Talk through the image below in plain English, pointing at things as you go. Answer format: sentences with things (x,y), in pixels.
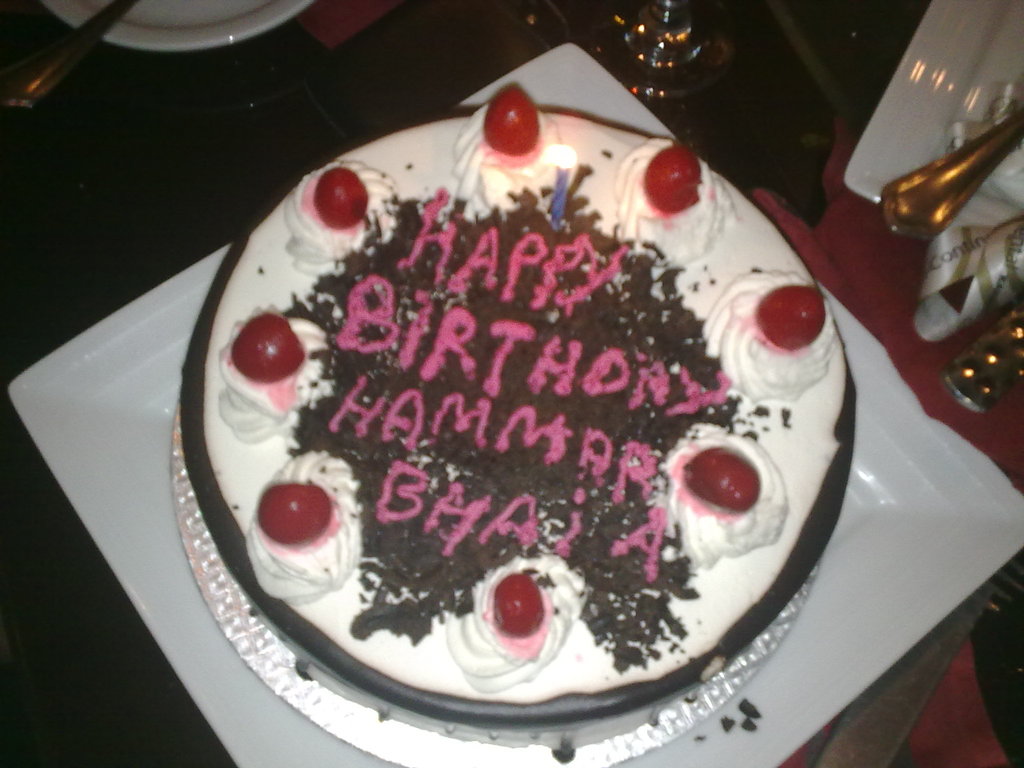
In this image there is a cake (463,343), there is text (463,337) on the cake (485,334), there is a candle (555,213), there is a plate (327,758) truncated towards the bottom of the image (341,750), there are objects (996,104) truncated towards the right of the image (975,163), there are objects (130,30) truncated towards the top of the image (673,5), the background of the image (740,30) is dark.
